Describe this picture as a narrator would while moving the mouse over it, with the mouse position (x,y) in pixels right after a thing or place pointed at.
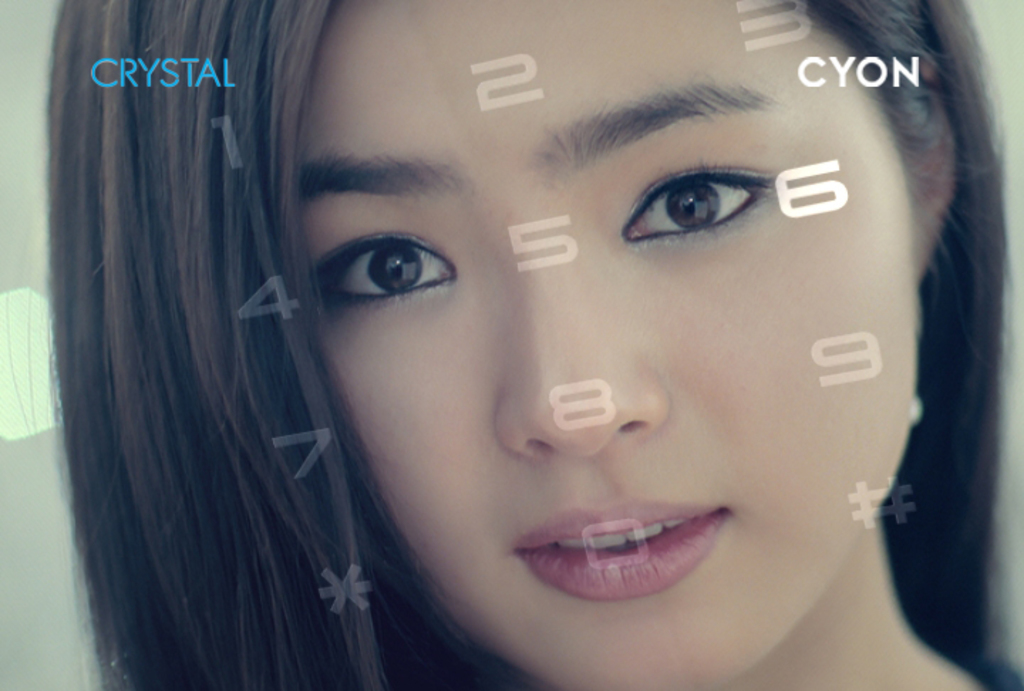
In this picture I can see a woman (474,366), and there are watermarks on the image.
